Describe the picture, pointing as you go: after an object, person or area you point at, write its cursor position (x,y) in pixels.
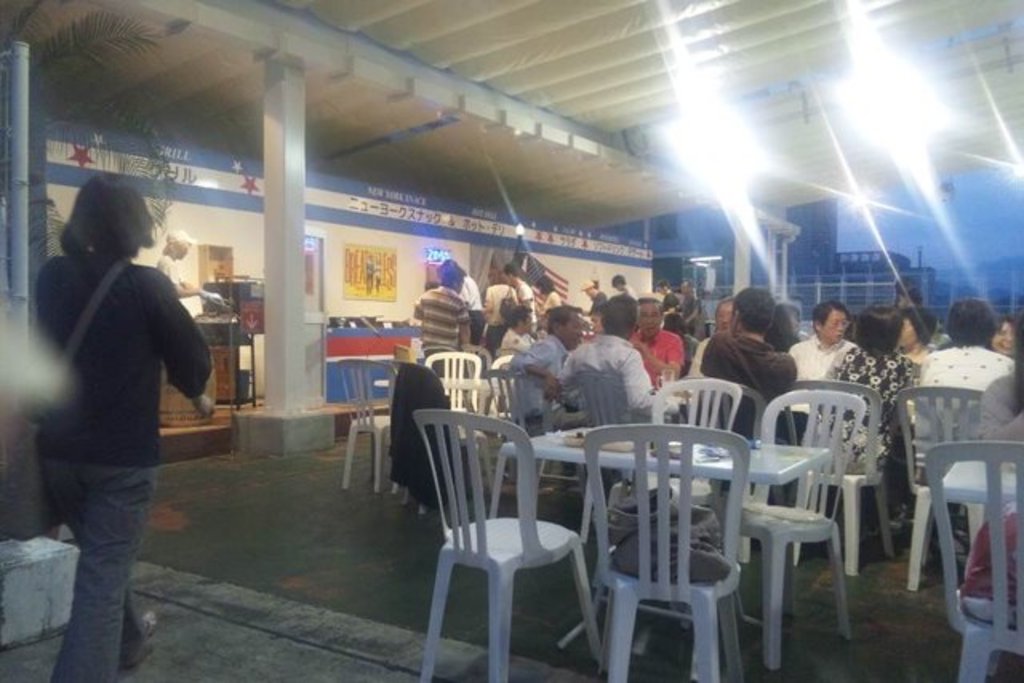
In this image I see number of people (774,343) who are sitting and there are lot of chairs (823,428) and tables (617,449). In the background (51,15) I see few people (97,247) standing and there is a flag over here and I see the lights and I can also see few things (307,262) over here and a plant (41,27).
